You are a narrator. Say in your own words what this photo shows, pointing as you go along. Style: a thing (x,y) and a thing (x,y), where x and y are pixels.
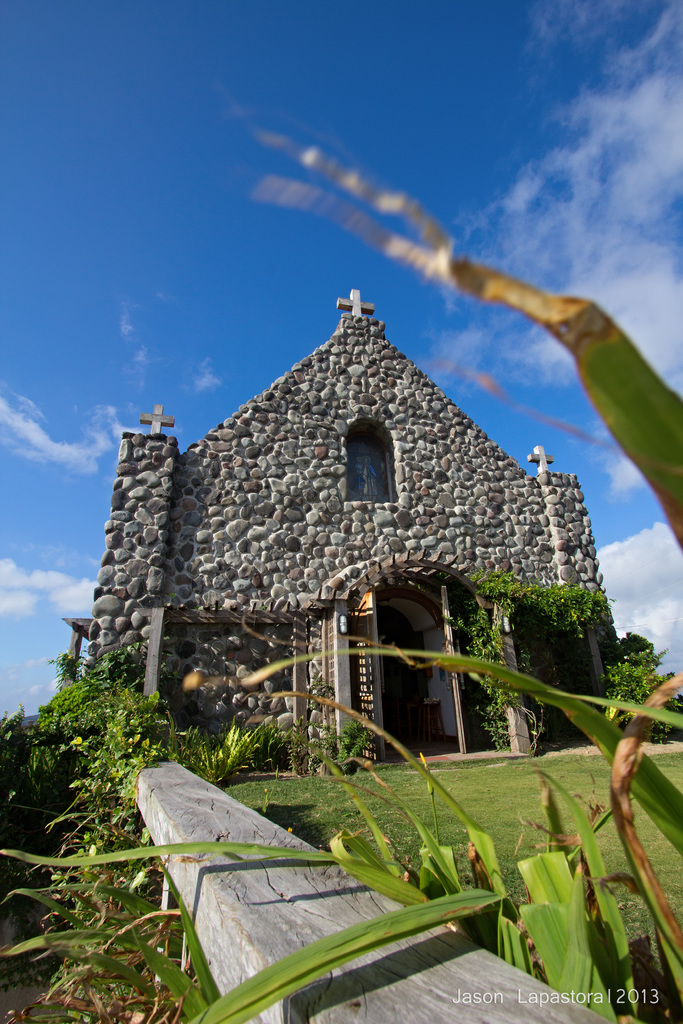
This picture is clicked outside. In the foreground (278,953) we can see the green grass (560,804), plants (374,877) and an object (197,829) which seems to be the fence (152,805). In the center (375,500) we can see the building (204,477) which seems to be the church (550,549) and we can see the doors (379,660) of the building (236,547) and we can see some other objects (157,413). In the background (417,356) we can see the sky (182,205). In the bottom right corner (595,996) we can see the watermark (526,999) on the image.
